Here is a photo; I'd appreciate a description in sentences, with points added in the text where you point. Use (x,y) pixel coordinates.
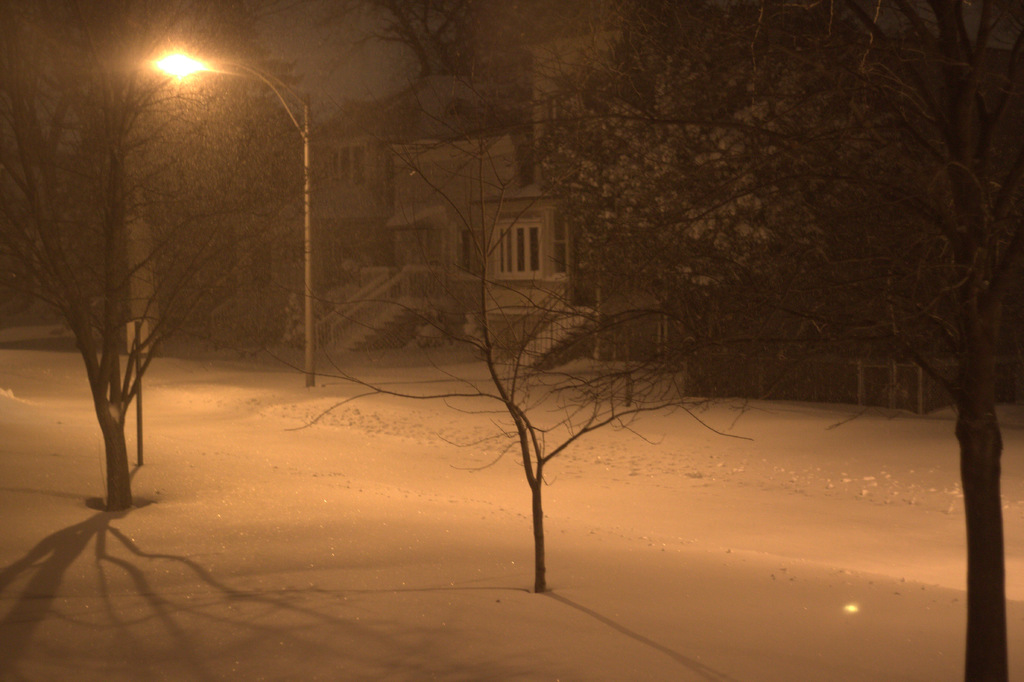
In this image, we can see trees (981,661), houses (367,276), pole (207,66) with light (177,71), railings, stairs (374,331) and snow (489,564).
